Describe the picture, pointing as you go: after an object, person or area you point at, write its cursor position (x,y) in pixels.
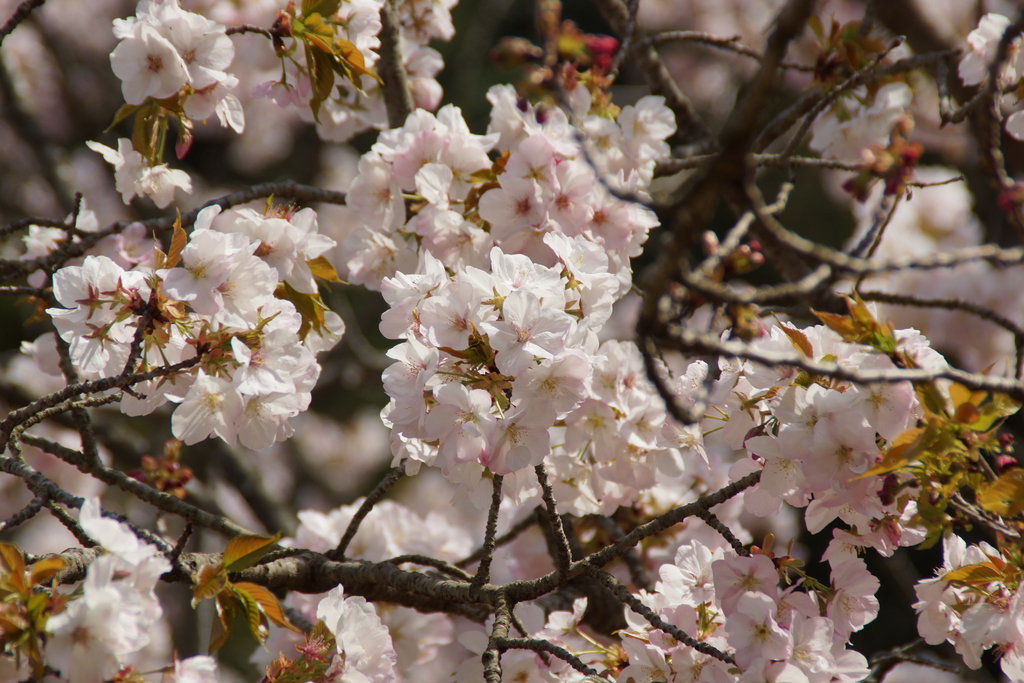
In this image we can see a tree (406,286) with flowers (600,438). In the background (6,101) the image is blur.
